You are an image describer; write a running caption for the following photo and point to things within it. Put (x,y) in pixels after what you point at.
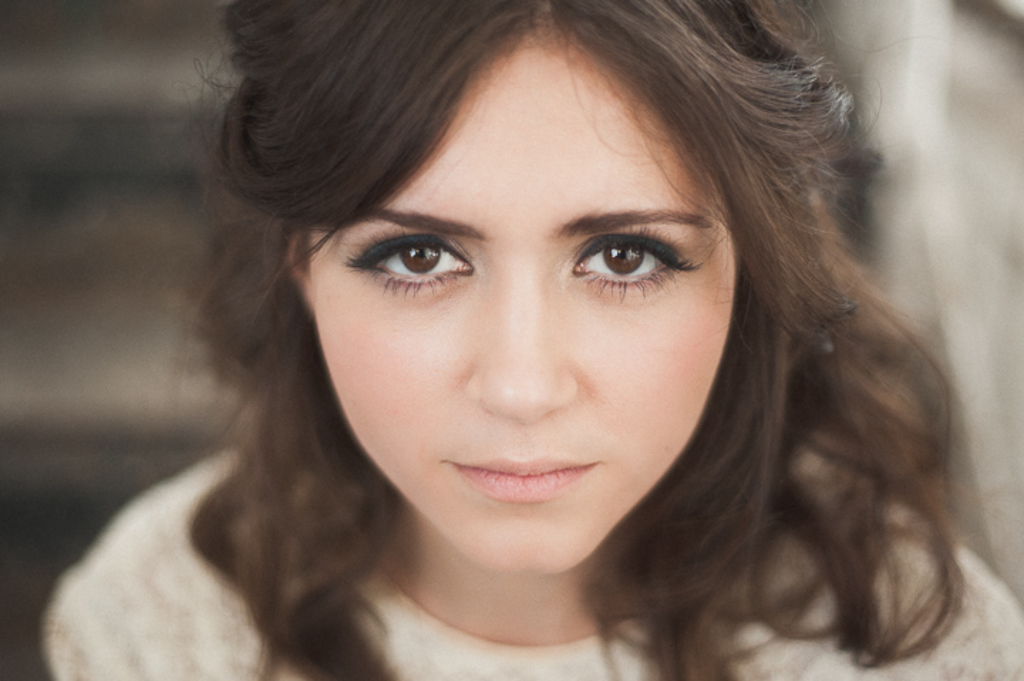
In this image we can see a woman (426,505) and the background is blurred.
